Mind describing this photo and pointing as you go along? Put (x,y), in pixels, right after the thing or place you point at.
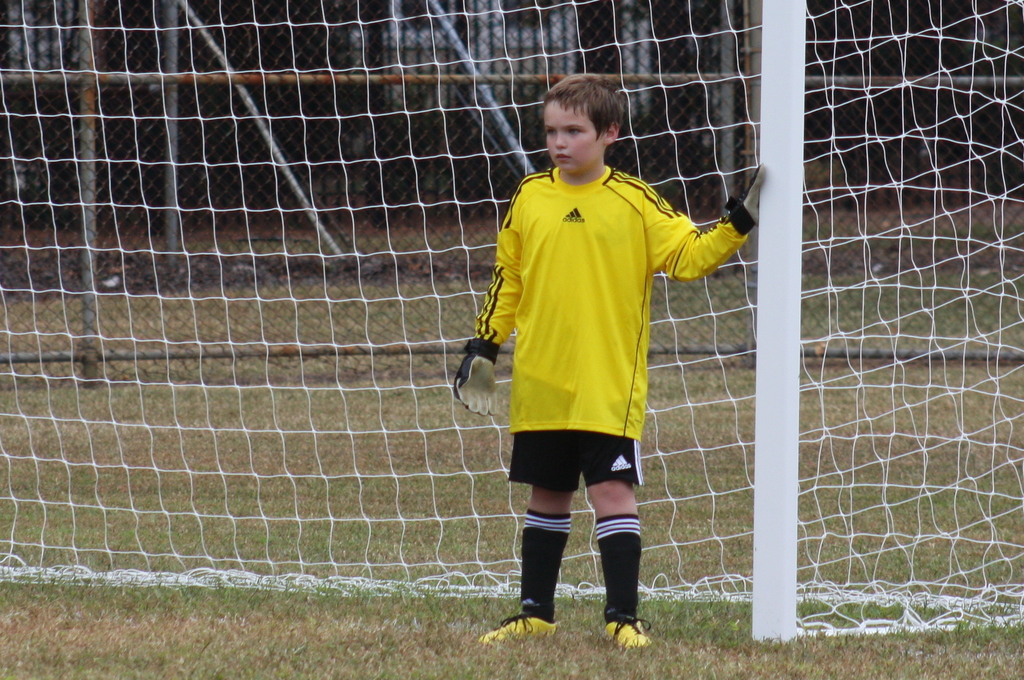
In this image there is a kid (546,254) standing in front of a goal post (654,340).
